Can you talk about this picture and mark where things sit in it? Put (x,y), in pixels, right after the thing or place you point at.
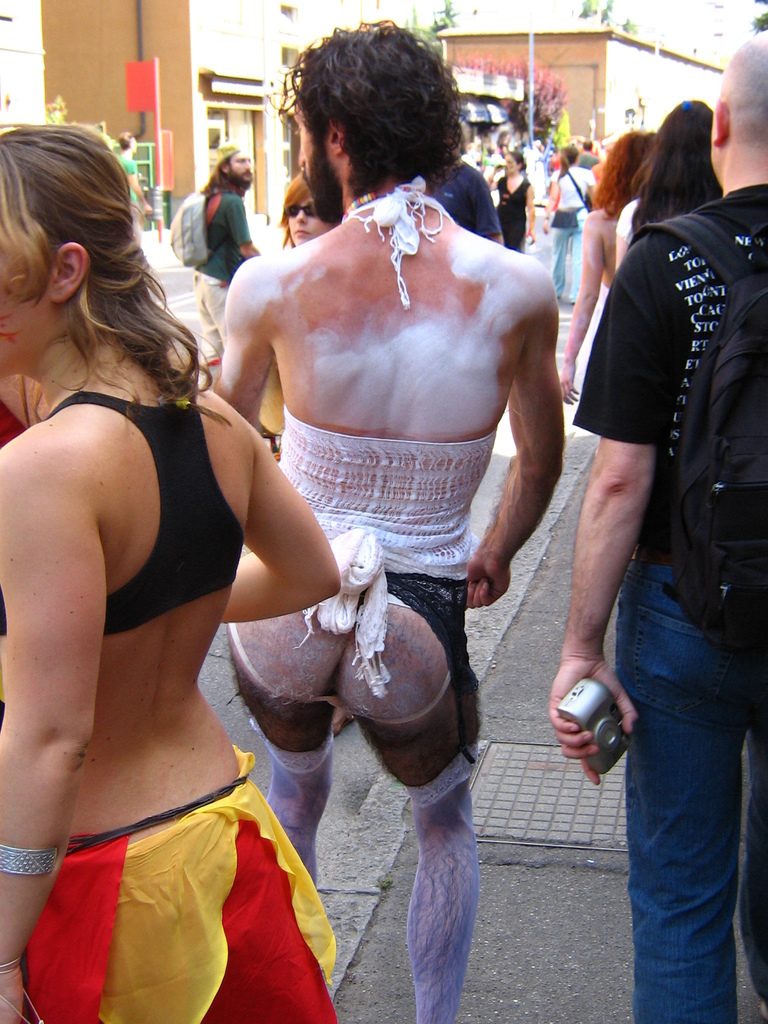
In the center of the image (335,526) we can see three persons (320,551) are standing they are in different costumes (424,454). And the right side person (581,629) is holding some object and he is wearing a backpack (690,427). In the background (109,43), we can see buildings (142,38), poles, sign boards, few people (712,113) are standing, few people (221,208) are wearing backpacks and few other objects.
